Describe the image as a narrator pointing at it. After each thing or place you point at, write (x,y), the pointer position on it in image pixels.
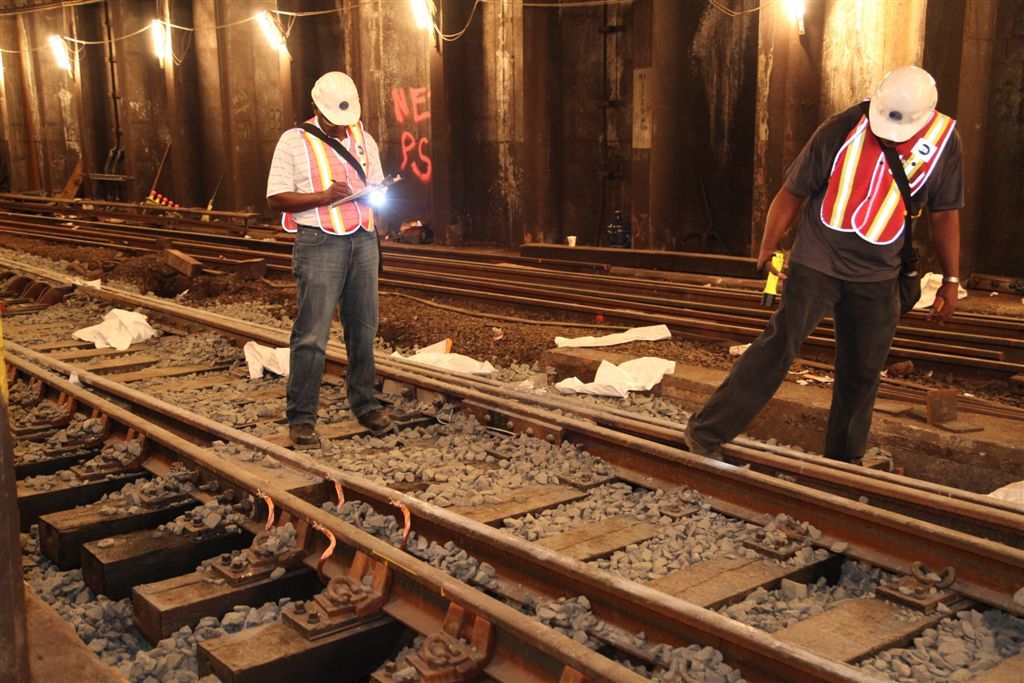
In this image I can see few railway tracks (432,515) on the ground (519,383), few small stones (516,447) and few white colored objects (639,362) on the ground (189,340). I can see two persons (347,263) wearing orange and yellow colored safe jackets (361,184) and white colored helmets (914,108) are standing on the tracks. I can see the wall (441,89), few lights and few other objects (148,202) in the background (208,217).
